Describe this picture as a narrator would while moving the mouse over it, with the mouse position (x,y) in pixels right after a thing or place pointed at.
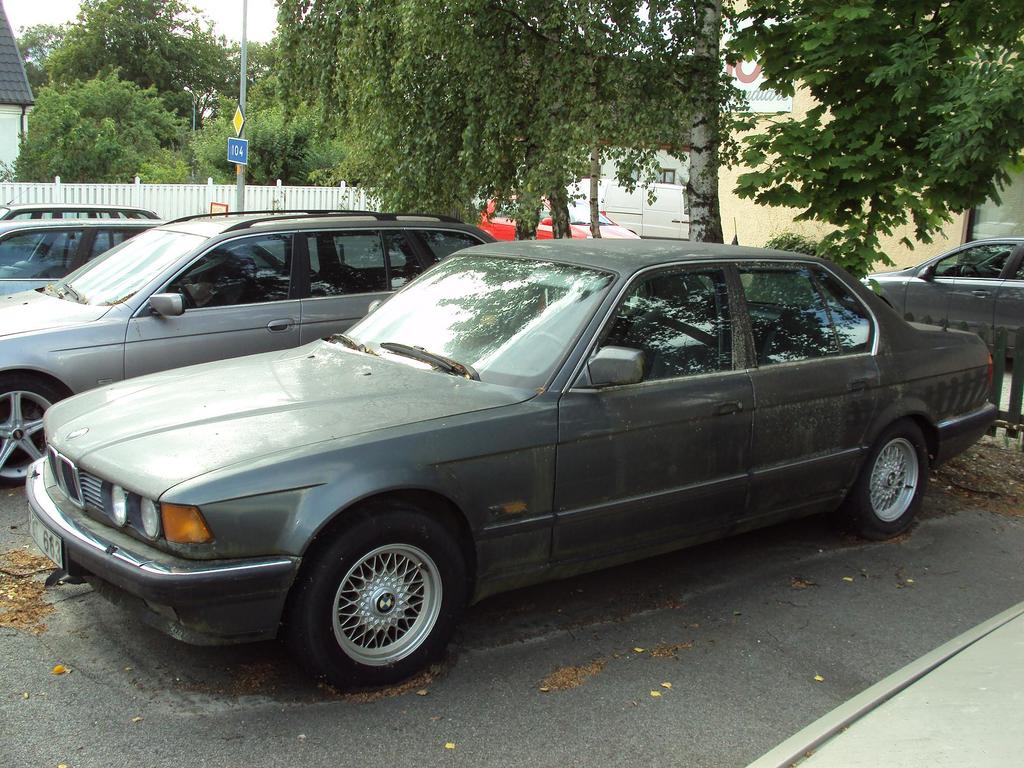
We can see cars (439,253) on the road (158,708), boards (237,129) on pole (241,162) and trees (261,181). We can see house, fence (227,192) and board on the wall (768,155). In the background (41,9) we can see sky (271,23).
